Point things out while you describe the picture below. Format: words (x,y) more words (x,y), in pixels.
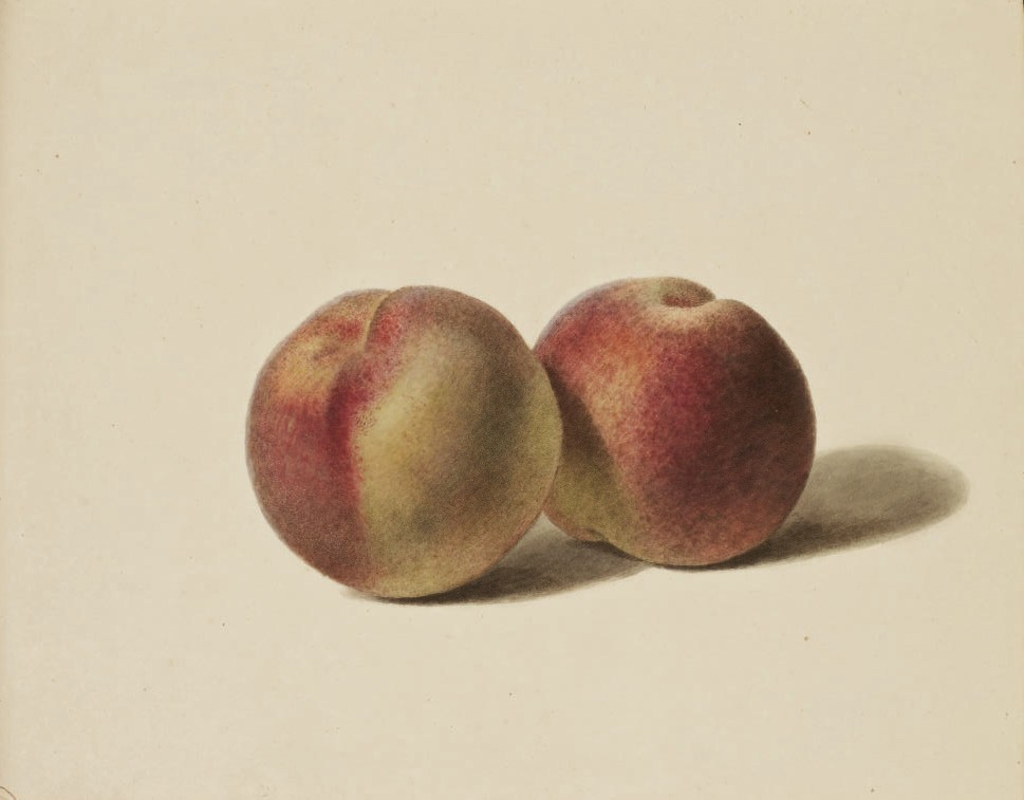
In the image we can see there is a painting (668,456) of two peaches (491,444) on the poster (196,543).
